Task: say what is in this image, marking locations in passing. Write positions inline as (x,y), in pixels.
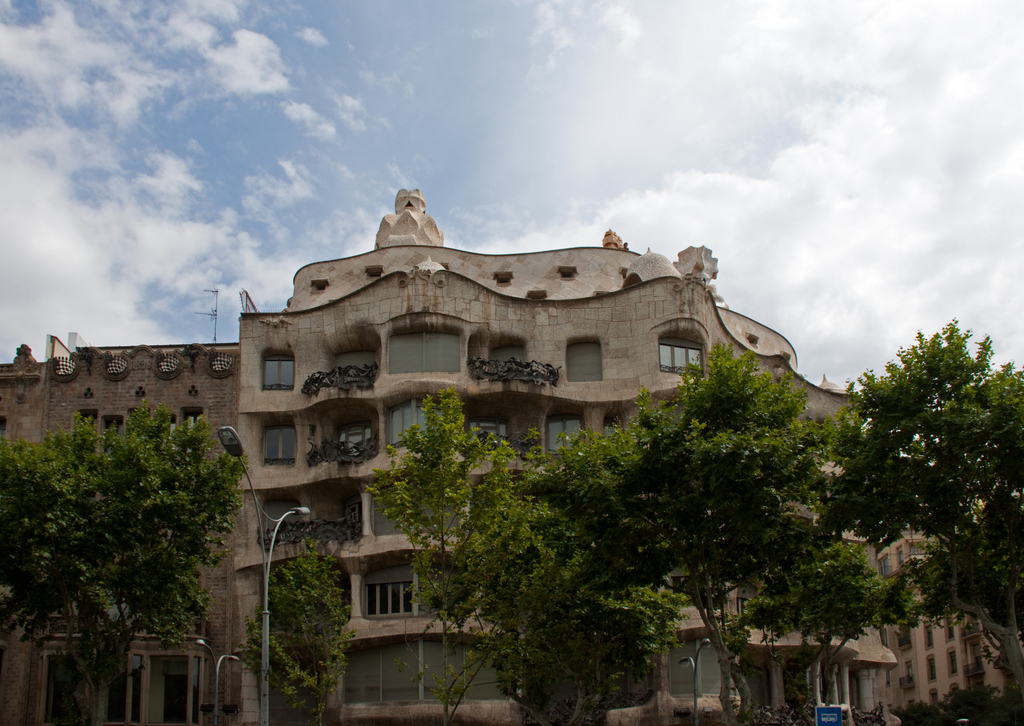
In this picture I can see the building (235,627). In front of the building (257,687) I can see many trees (952,554), plants (285,667), street lights (267,699) & boards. At the top (436,81) I can see the sky (525,72) and clouds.
